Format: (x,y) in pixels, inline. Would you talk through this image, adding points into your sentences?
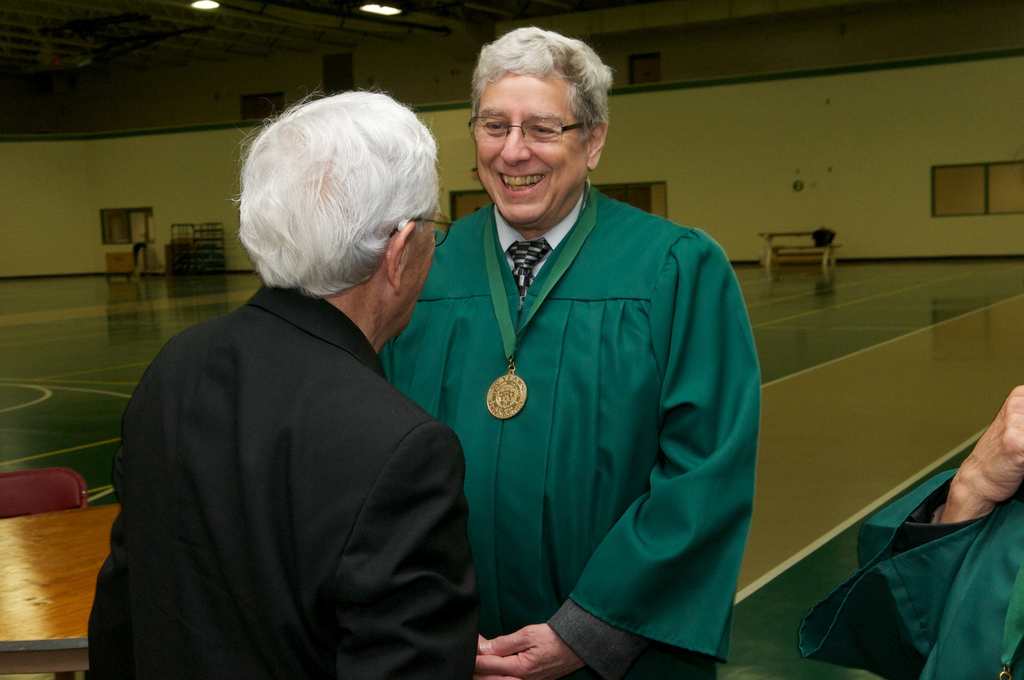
In this image I can see a person (274,469) wearing black colored blazer (298,525) and two persons (607,400) wearing green colored dresses (664,454) are standing. I can see a table (49,559), a red colored chair (52,498), the ground (90,359) which is green in color, the wall (744,191), the ceiling (77,63), few lights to the ceiling (427,31) and few windows (942,207).
